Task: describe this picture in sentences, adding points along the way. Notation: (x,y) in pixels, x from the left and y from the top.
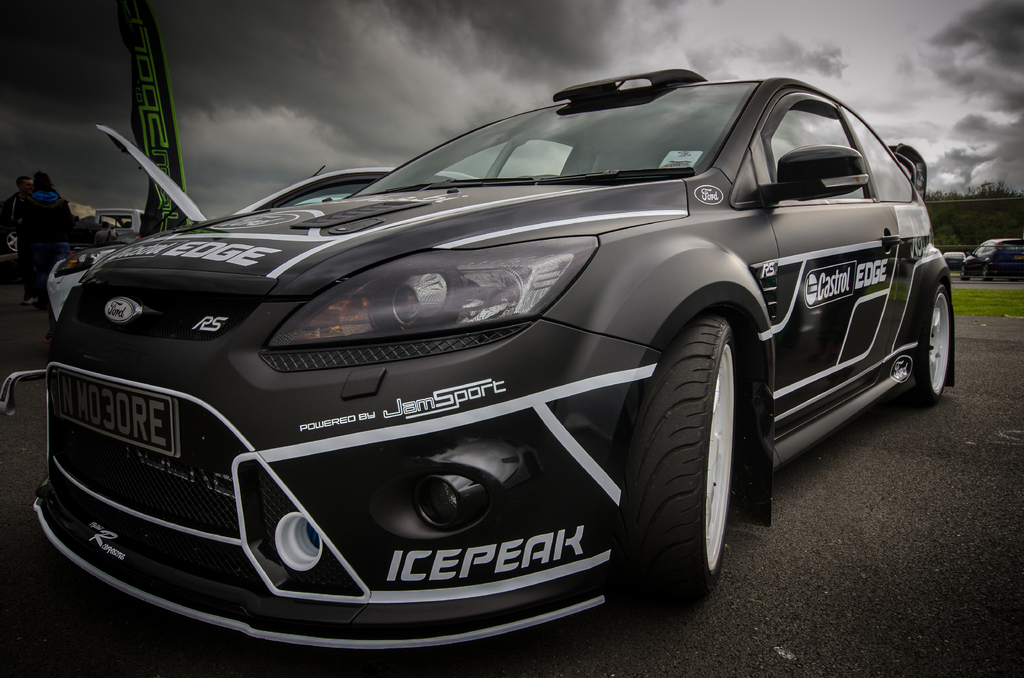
In the foreground of this image (549,357), we see a car (646,489) on the ground (804,553). In the background (982,312), there are grass (997,302), vehicles (981,252), trees (967,207), flag (159,136) and few persons (44,195). On top (373,52), we see the sky (391,44) and the cloud (247,150).
